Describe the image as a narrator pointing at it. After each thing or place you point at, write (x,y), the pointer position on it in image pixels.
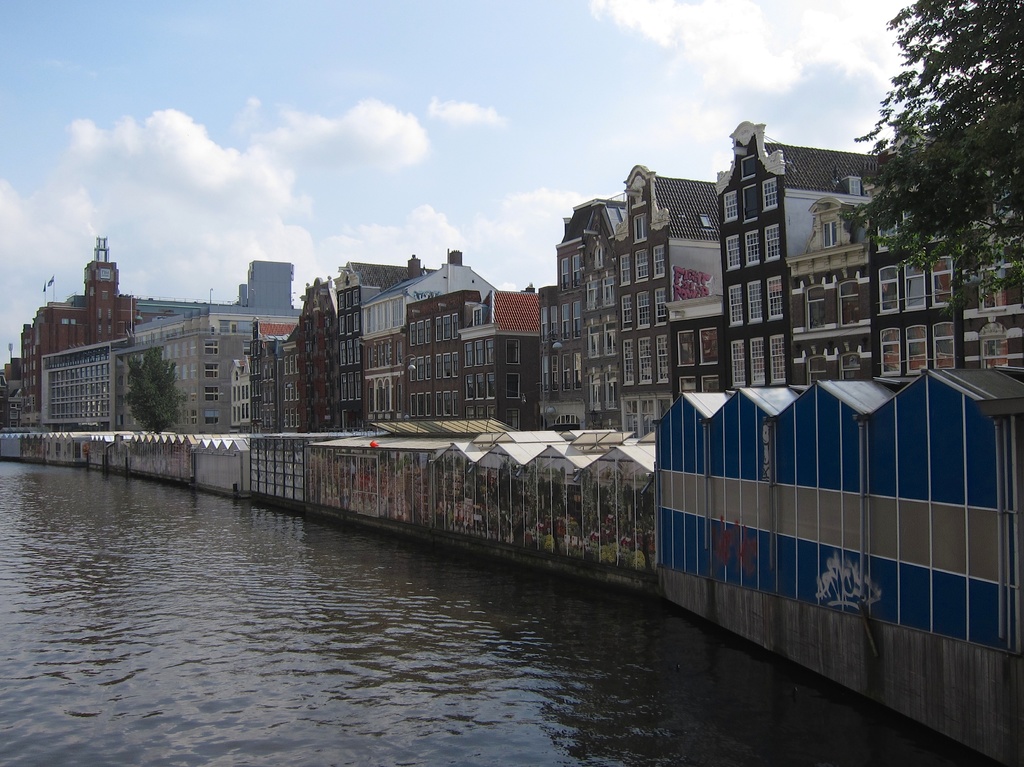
In this image there is water (585,613). There is a wall (854,550). There are buildings (893,347) and trees (1000,242) on the right side (776,347). There are clouds (364,242) in the sky (370,221).
